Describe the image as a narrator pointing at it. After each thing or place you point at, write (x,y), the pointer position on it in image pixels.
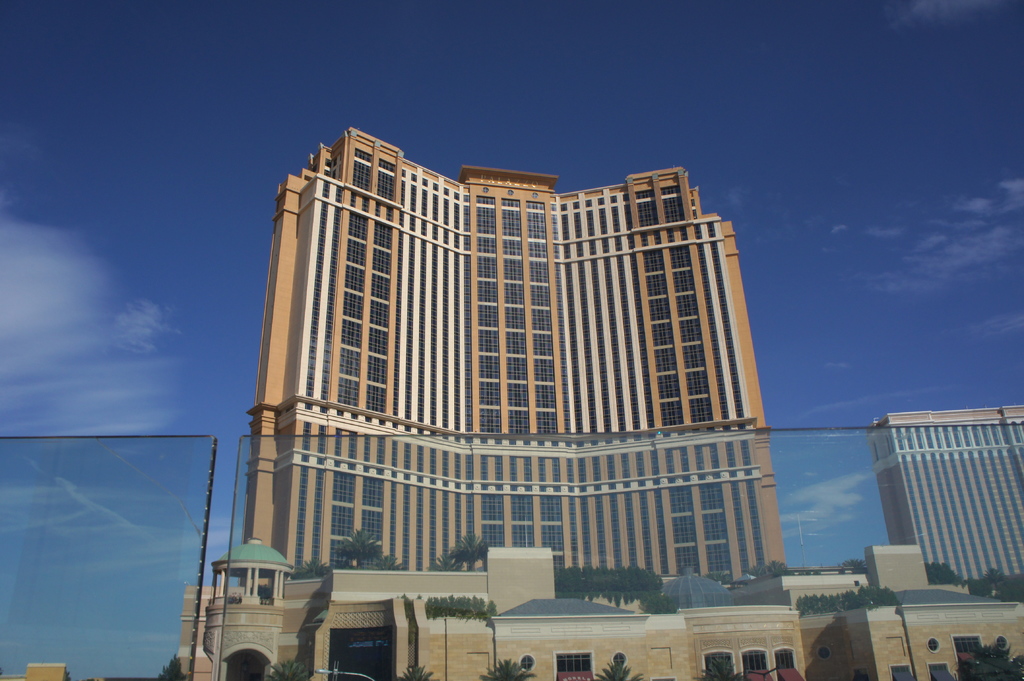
In this picture we can see a few glass objects (342,676). Through these glass objects (157,519), we can see the buildings (536,523). There are a few plants (407,608) visible on the buildings (638,542). Sky (825,562) is blue in color and some clouds (61,276) are visible in the sky (601,102).
